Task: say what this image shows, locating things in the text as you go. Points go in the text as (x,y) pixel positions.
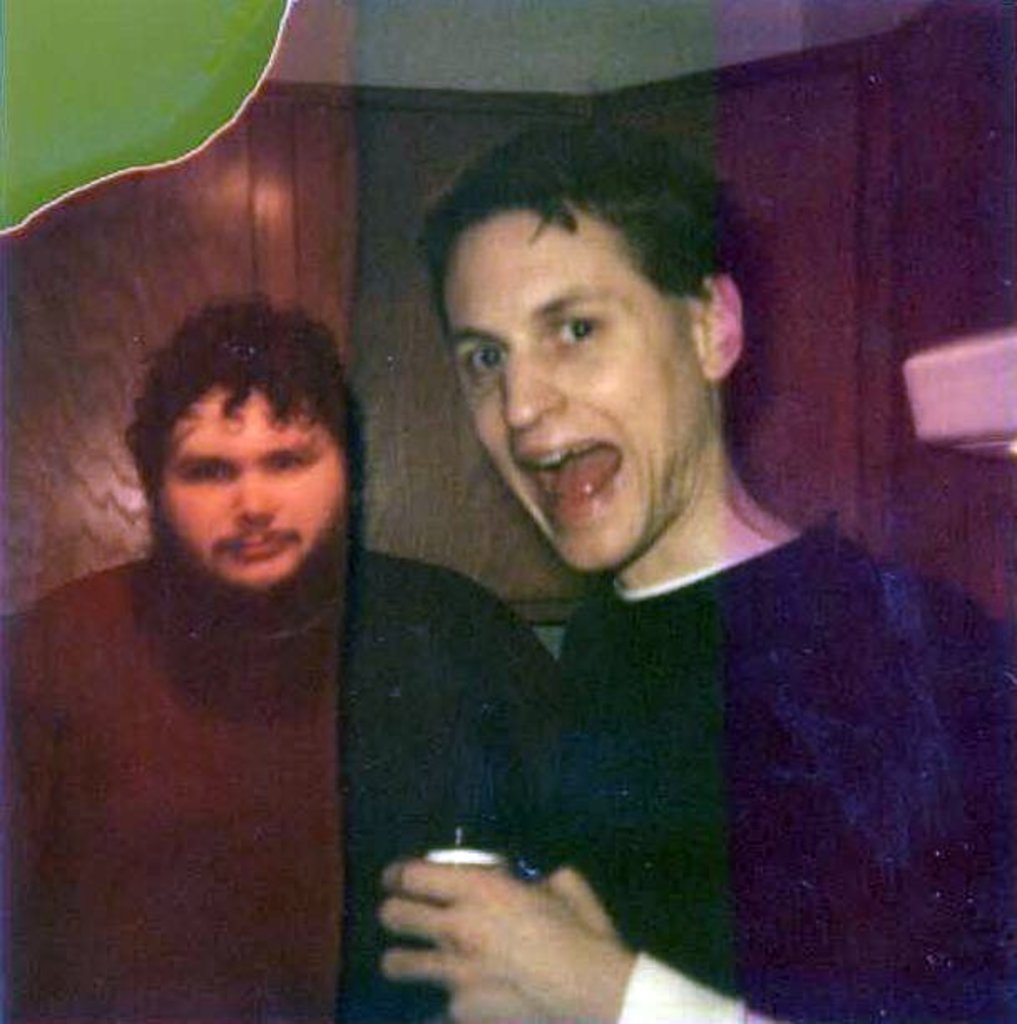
In this image there are two men (392,662). The man (728,756) in the right (700,843) is holding something. In the background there is wall (185,258).
